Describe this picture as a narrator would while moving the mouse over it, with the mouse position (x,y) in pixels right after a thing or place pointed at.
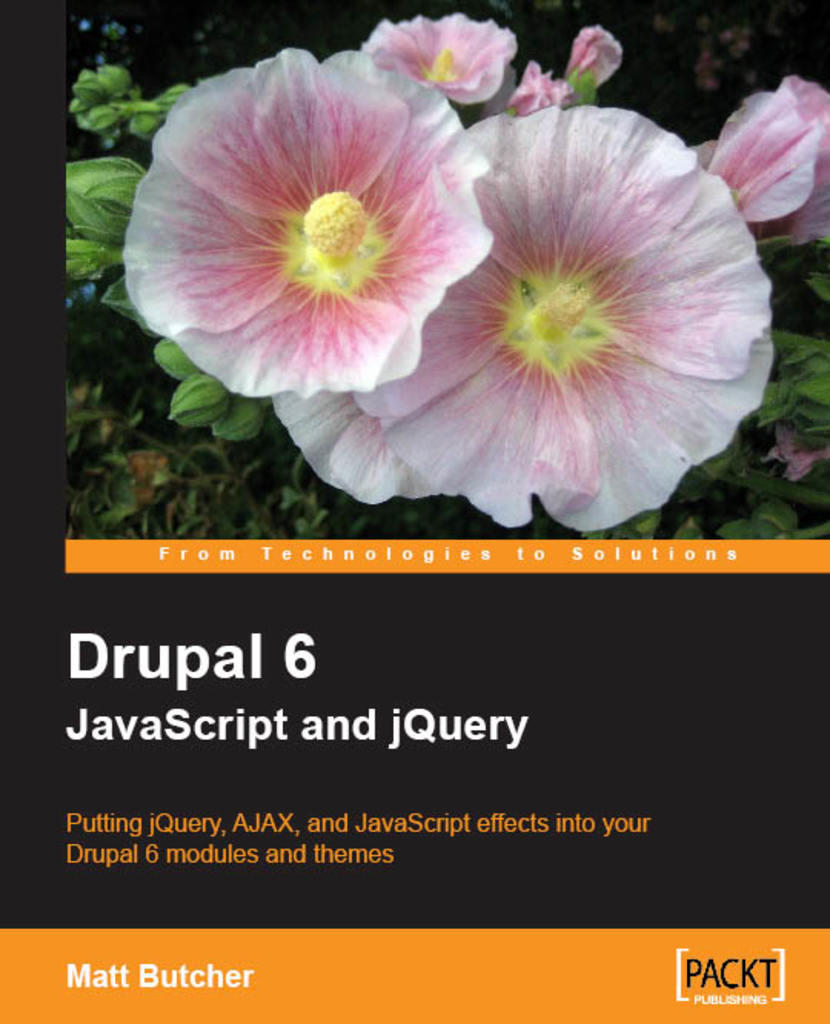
In this picture we can observe pink color flowers (404,181). There are yellow color buds (581,296) in these flowers (352,236). We can observe some words (106,720) which were in white and orange color on the black color background.
